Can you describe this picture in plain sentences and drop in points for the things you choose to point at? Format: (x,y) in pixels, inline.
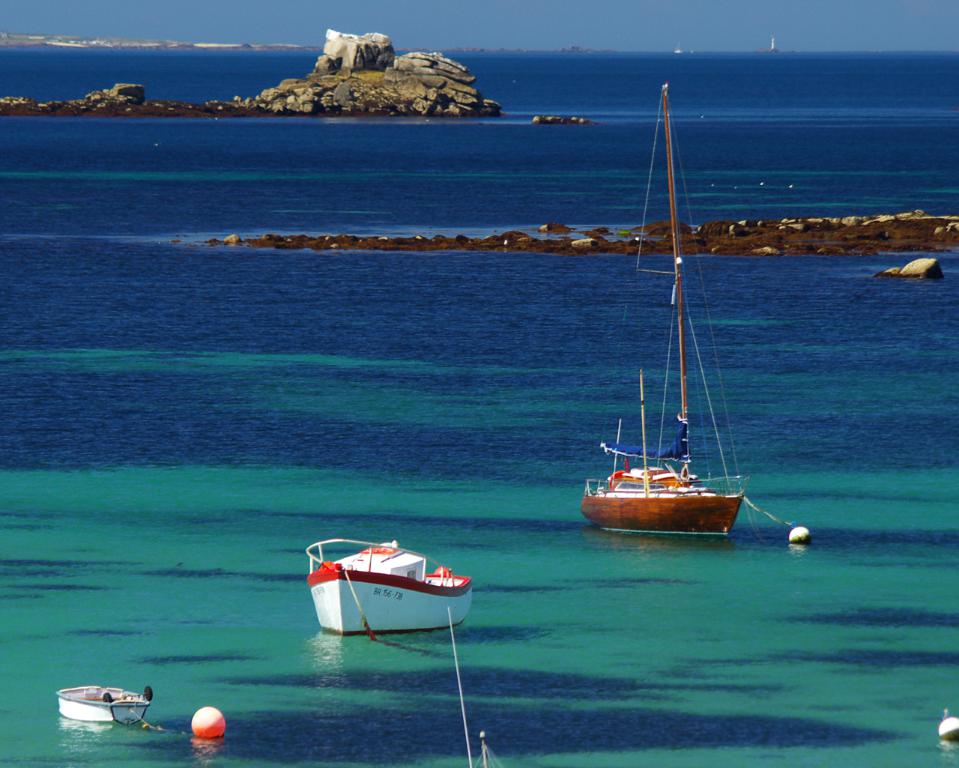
In the image I can see the ship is on the water surface (351,275), hills (461,105) and some other objects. There is a sky (422,18) on the top of this image (539,13).
